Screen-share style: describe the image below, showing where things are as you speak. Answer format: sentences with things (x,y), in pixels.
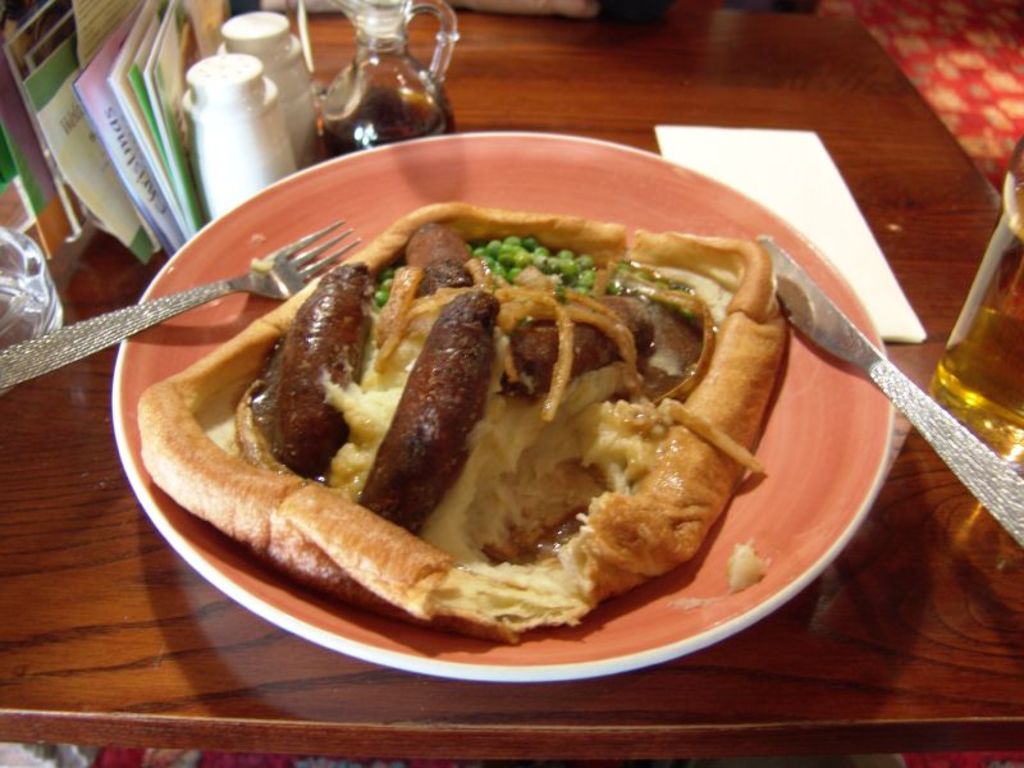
In the center of the image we can see one table (917,640). On the table (843,640), we can see one plate (801,540), card papers (69,104), jars (448,11), one glass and a few other objects (815,201). In the plate (811,544), we can see one fork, knife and some food items (712,485). Around the table (995,205), we can see a few other objects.
